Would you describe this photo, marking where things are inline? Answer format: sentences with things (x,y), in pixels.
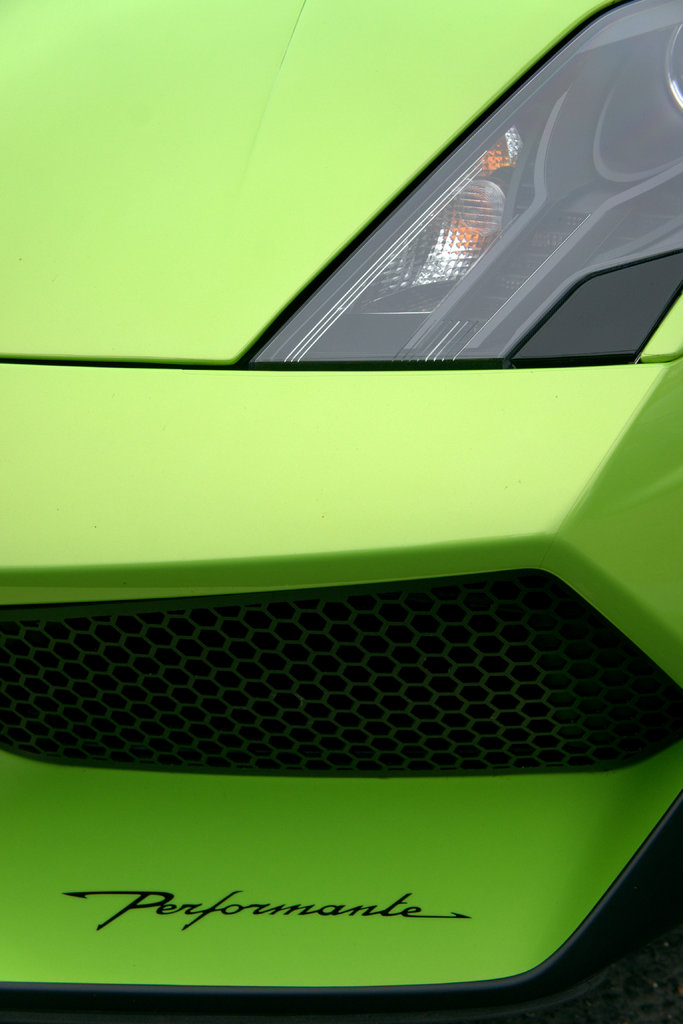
In this picture we can see green color vehicle (483,209).
